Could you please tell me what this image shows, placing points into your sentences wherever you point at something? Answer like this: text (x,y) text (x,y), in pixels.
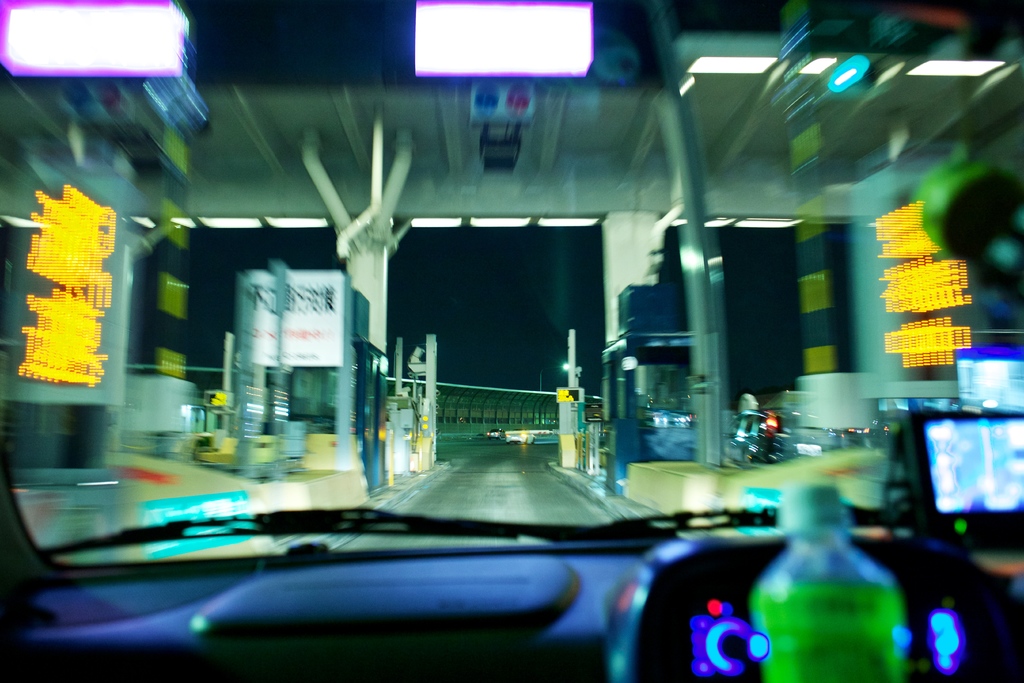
In this picture there is a car (338,564), wiper (493,530) and a windshield (466,401) through which a fly over (485,176) can be seen. There are two pillars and gate (571,439) here. We can observe a road (489,475) in the background (491,471).
